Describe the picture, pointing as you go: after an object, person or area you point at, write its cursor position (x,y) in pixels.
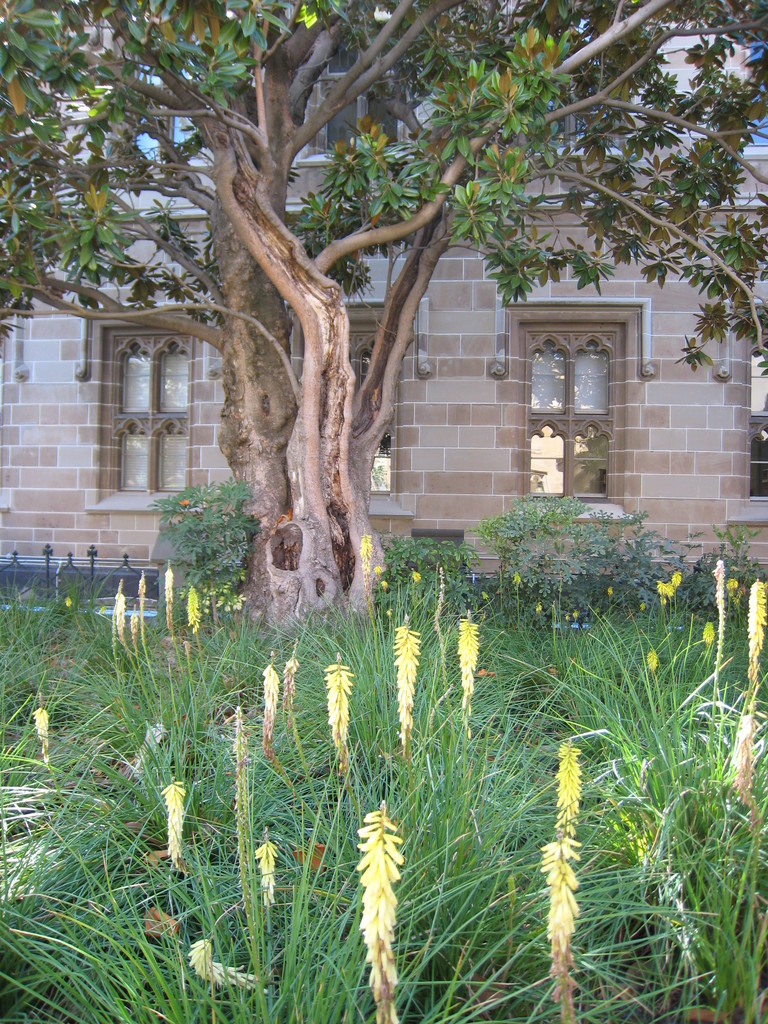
In this picture we can see plants (296,693) at the bottom (369,807), there is a tree (252,304) in the middle (271,553), in the background (378,257) we can see a house (474,326).
